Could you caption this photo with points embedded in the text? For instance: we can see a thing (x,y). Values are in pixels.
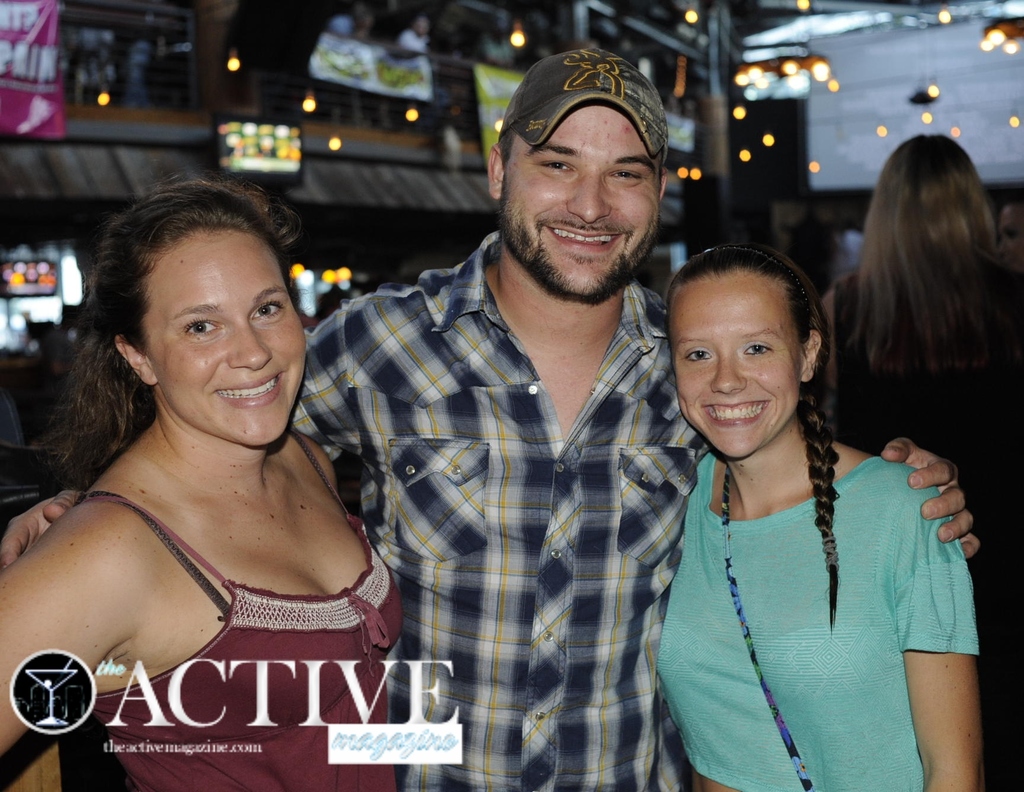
In this picture there is a man (547,285) in the middle (619,473) and beside there are two girls (807,555) smiling and giving pose into the camera. Behind there is a TV screens (291,127) and hanging light (983,42) on the ceiling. In the front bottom side of the image (41,701) we can see a watermark quote (447,739) on which "the ACTIVE magazine" is written.
